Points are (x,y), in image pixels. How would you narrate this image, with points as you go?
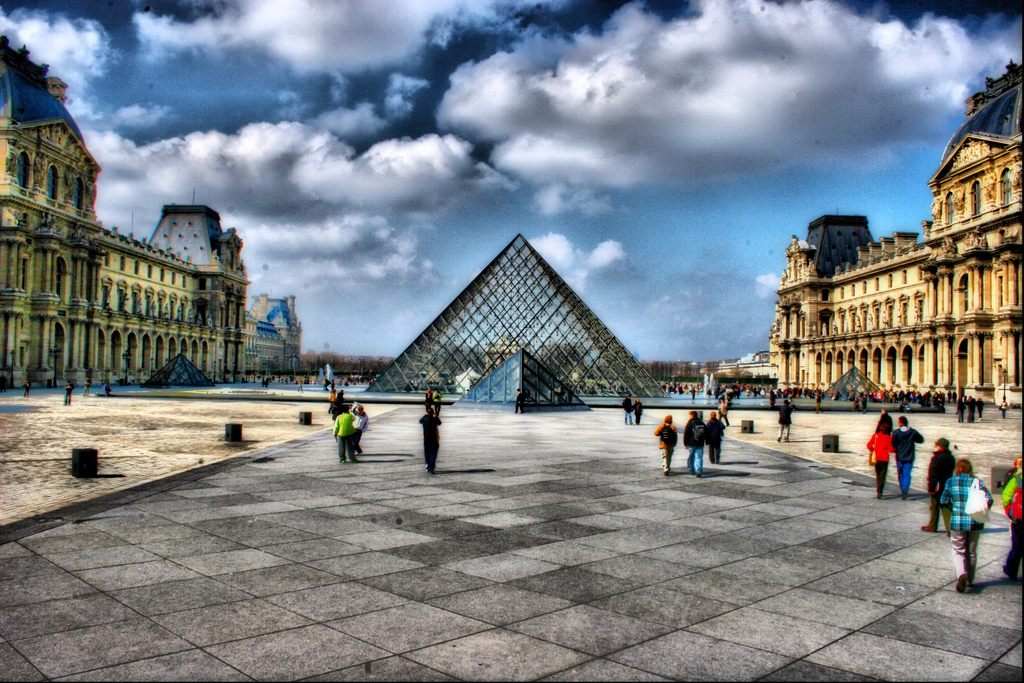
In this image there are few people (665,470) walking, in front of them there is a prism structure (494,371), on the either side of the prism (516,320) there are buildings (201,220), at the top of the image (463,128) there are clouds (463,154) in the sky (548,259).
